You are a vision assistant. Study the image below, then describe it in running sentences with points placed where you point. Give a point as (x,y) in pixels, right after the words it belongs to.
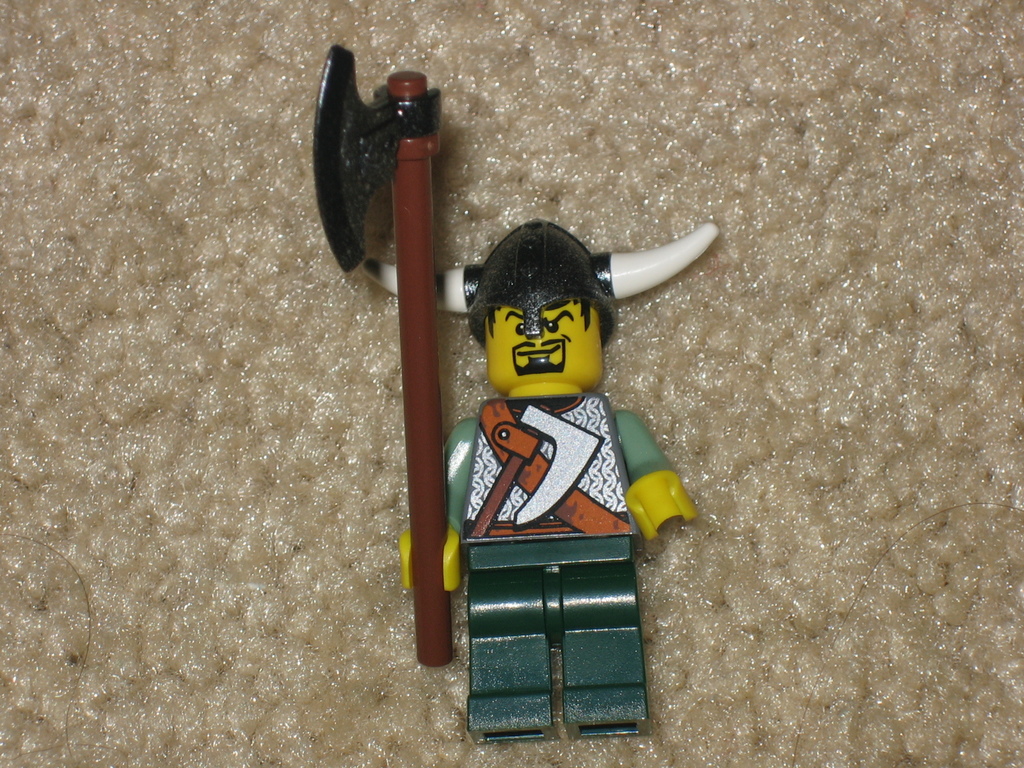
In the center of the image (533,479) there is a toy (444,556).
